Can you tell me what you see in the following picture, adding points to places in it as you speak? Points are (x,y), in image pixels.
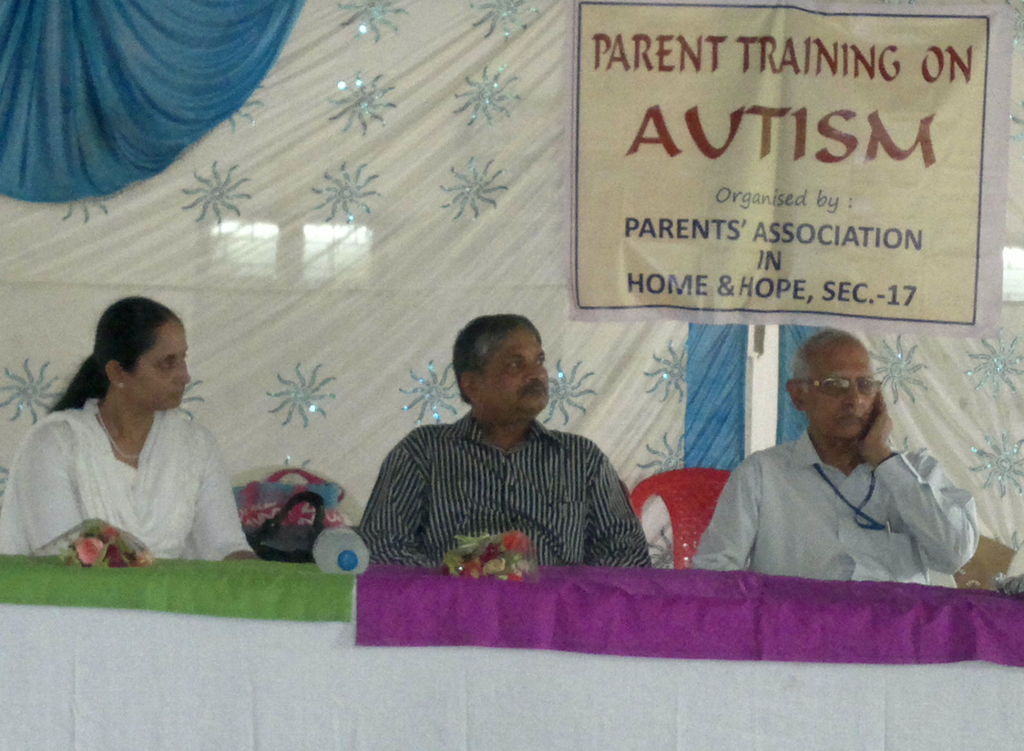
In this image I can see a woman (219,536) and two men (481,475) are sitting on chairs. I can see she is wearing white dress (140,511) and these two are wearing shirt (439,477). I can also see a bottle (341,559), few bags (295,554), a cream color banner (603,13) and on it I can see something is written.
